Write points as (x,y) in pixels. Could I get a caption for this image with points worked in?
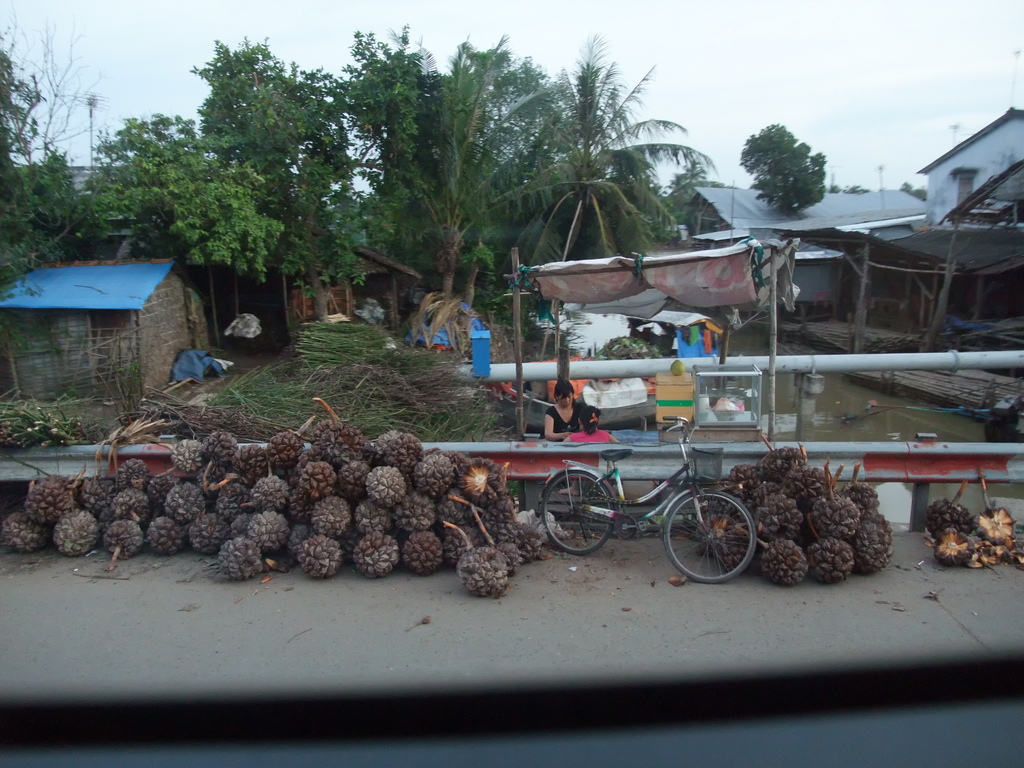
In this image we can see the houses (953,206), trees (554,210), poles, water (884,422), pipe (845,358), sticks (199,428), grass (272,386) and also two women (556,430). We can also see the fruits (492,537), road (710,590), bicycle (666,542), barrier (837,452) and also some boxes (684,406) on the table (703,428). We can also see the sky (651,51).
